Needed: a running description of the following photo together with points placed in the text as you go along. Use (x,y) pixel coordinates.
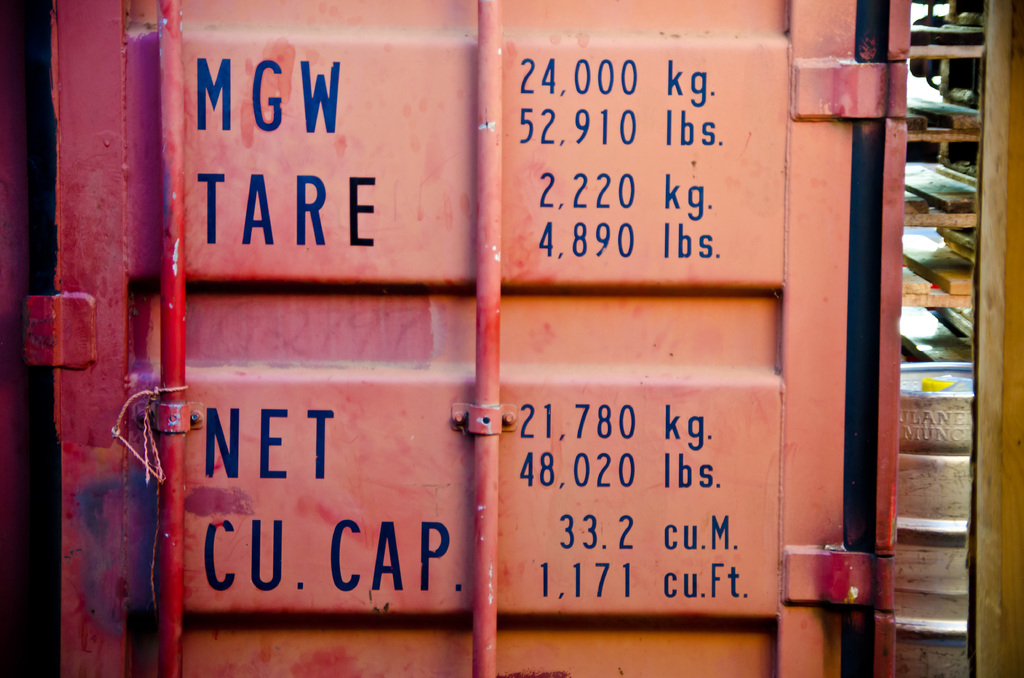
In this picture we can see iron door (463,339), on which some words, numbers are written.
